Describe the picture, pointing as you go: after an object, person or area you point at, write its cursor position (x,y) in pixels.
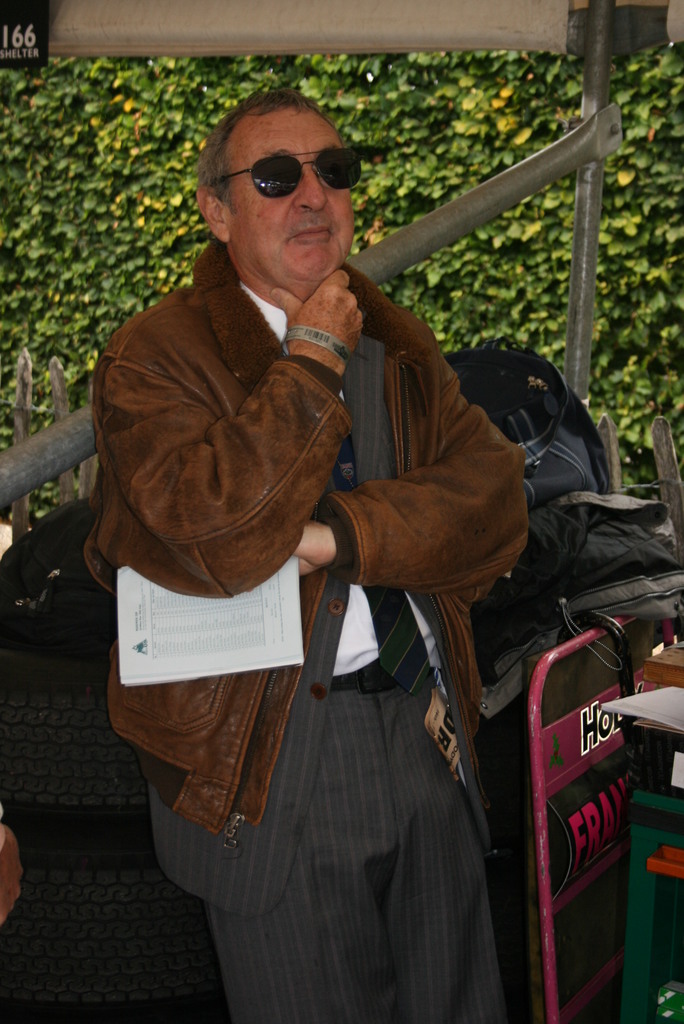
In this image we can see a person (359,774) holding a paper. Behind the person (228,764) we can see the tyres (45,829), clothes (498,660), stand (543,784) and a barrier (615,874). On the right side (643,827), we can see few objects (645,840). In the background (428,159), we can see few plants (487,147).
